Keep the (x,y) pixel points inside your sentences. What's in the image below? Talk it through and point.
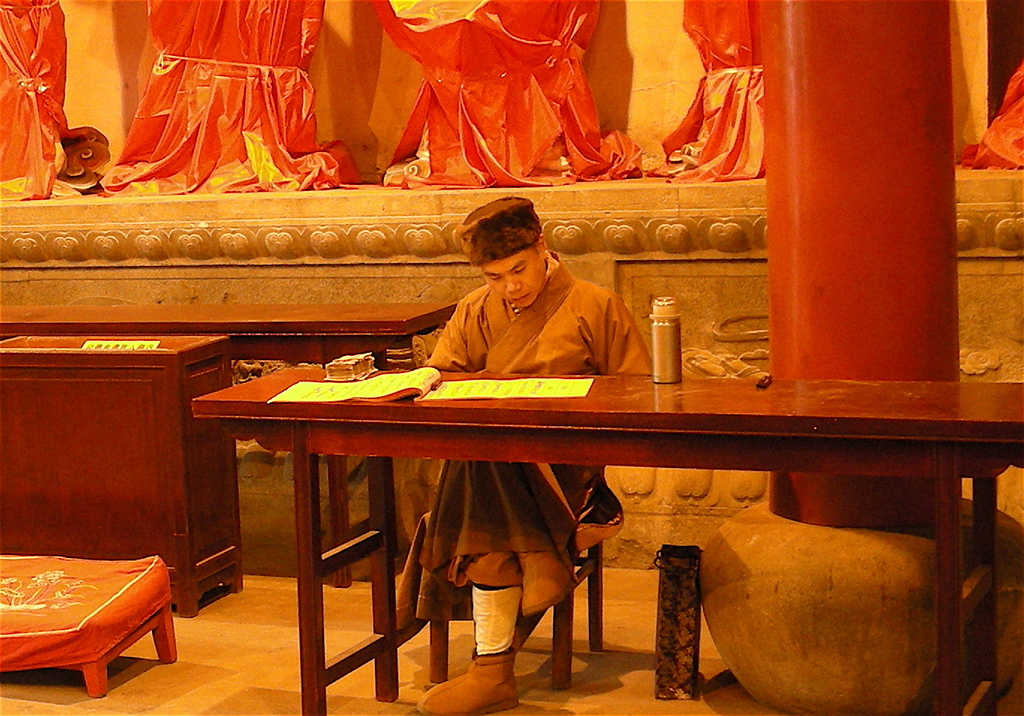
In this picture there is a man (477,615) sitting on the chair (597,610), there is a table (752,389) which has a book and a water bottle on it. Behind the person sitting there is a pole (852,101) and there are some statues (305,103).
